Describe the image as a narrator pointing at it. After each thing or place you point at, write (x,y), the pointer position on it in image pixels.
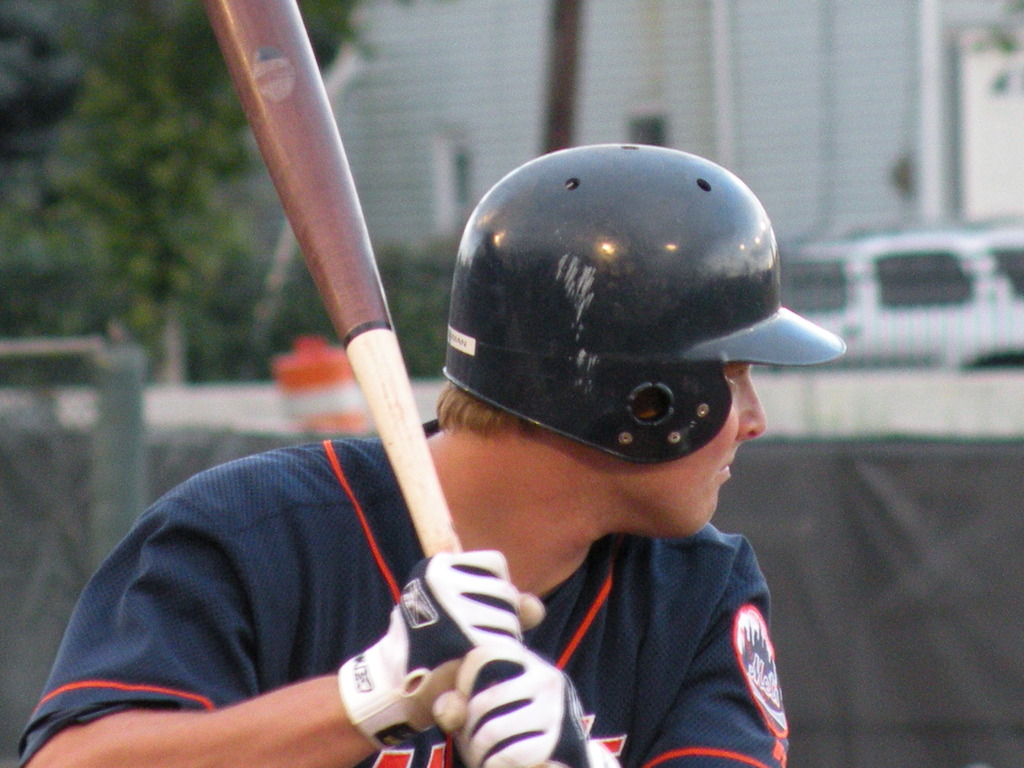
In this picture we can see a man (665,539), he wore a helmet (625,416) and he is holding a bat (377,351), in the background (177,266) we can see few trees (246,216), houses (340,111) and a car (931,266).
